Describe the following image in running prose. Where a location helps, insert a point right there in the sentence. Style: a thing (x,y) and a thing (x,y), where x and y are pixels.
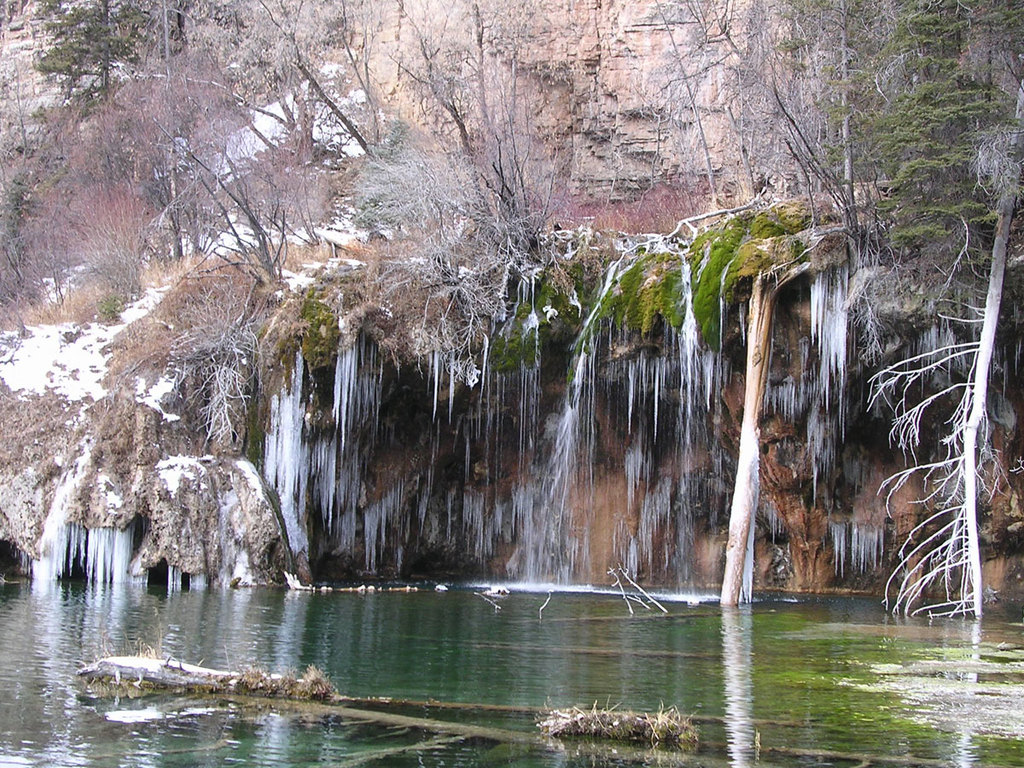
There are some trees (413,207) on a mountain (413,207) at the top of this image (329,196), and there is a water (567,668) at the bottom of this image (480,590).
